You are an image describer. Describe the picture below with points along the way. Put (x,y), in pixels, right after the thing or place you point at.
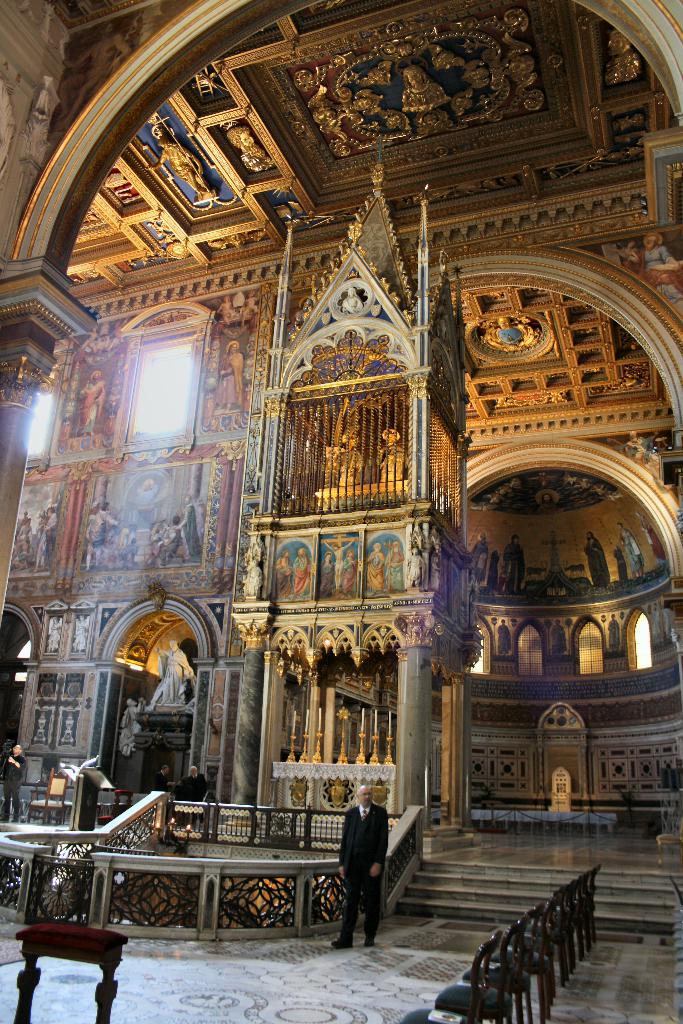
In this image there is person (368,867) standing on the floor (371,962). At the background (337,714) there is a building (314,620) covered with a Jesus photograph (339,584). There are chairs (545,959) and table (114,973).
